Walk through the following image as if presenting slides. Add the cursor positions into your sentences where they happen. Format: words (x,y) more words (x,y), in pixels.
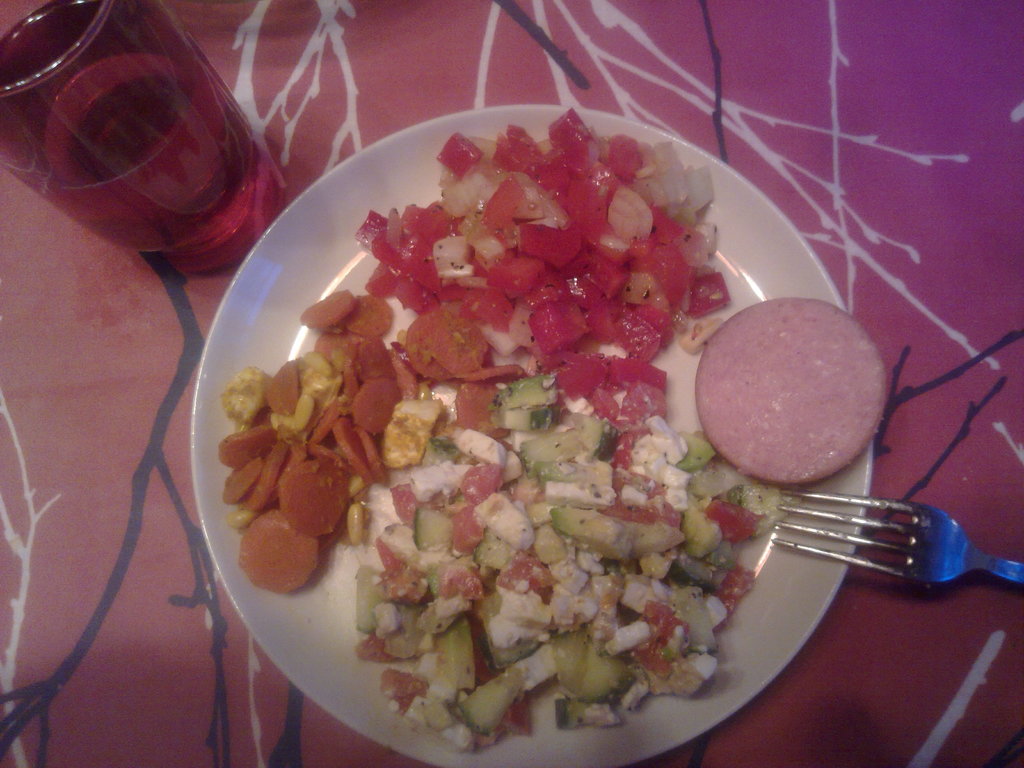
In this image there is some food (671,517) and a fork (913,541) are on the plate (305,263) which is kept on the table (921,99). The table (903,99) is covered with a cloth (585,78). Left top there is a glass (131,145) which is filled with drink (112,99).
